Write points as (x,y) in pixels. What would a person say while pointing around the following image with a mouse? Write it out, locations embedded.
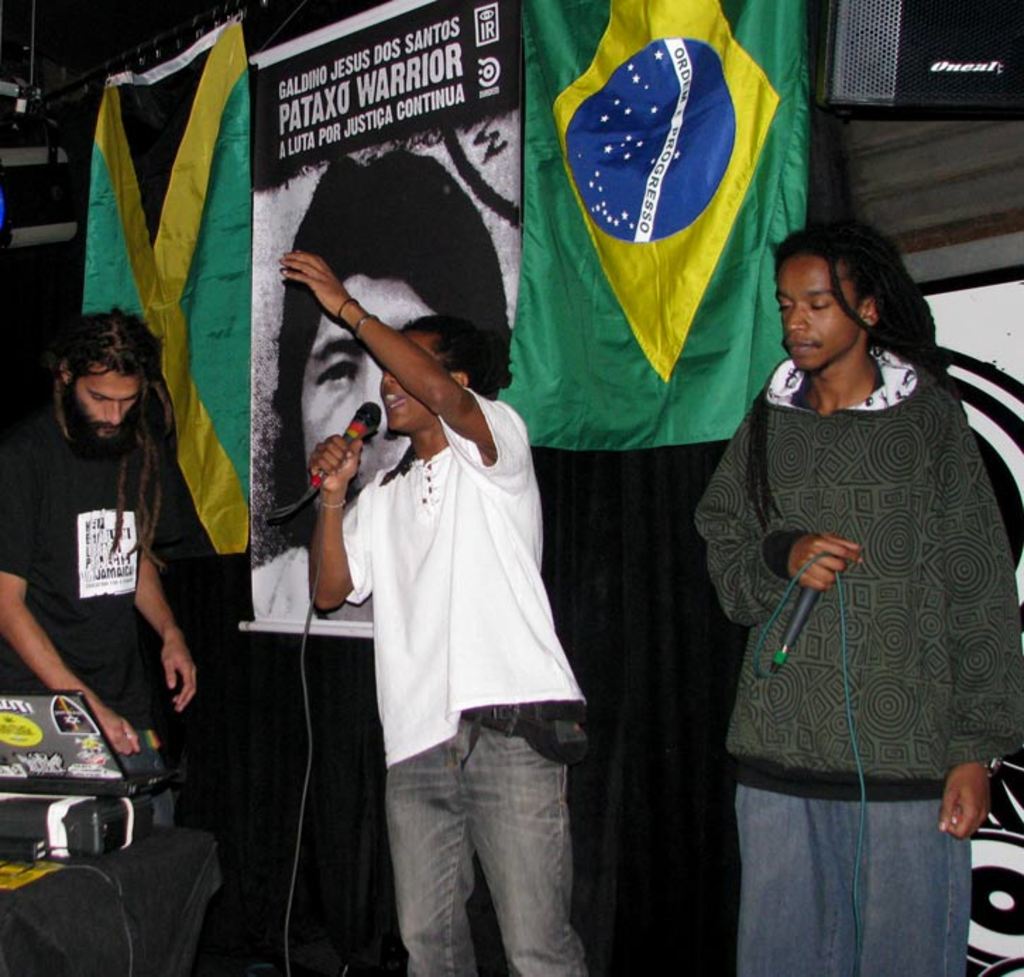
In this picture we can see the two persons (425,458) holding microphones (802,625) and standing. On the left (92,479) we can see a man (83,470) wearing black color t-shirt (89,560) and seems to be standing and we can see a laptop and some other object (75,848) is placed on top of the table (162,853). In the background (146,103) we can see the cloth (190,122) and the text (318,103) and some picture (400,220) of a person (441,200) on the banner (473,115) and we can see some other objects (910,42).
